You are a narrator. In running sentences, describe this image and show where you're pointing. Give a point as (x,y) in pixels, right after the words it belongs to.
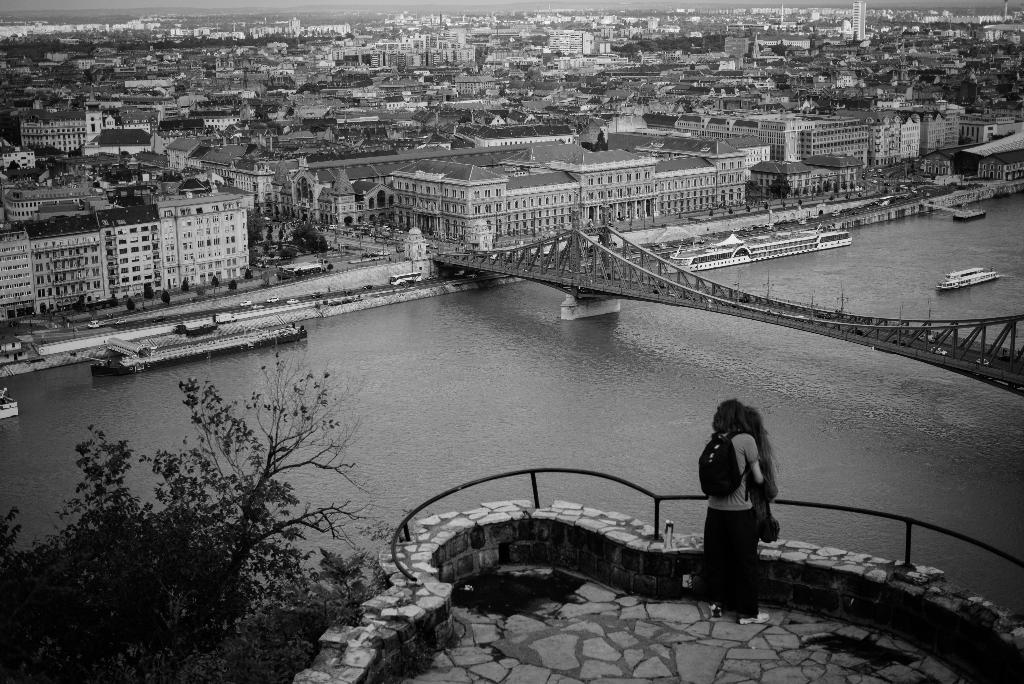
This image contains a bridge (998,376) on the water (699,414). There are few boats (963,283) which are sailing on water (969,302). A person (732,596) is standing behind the fence (764,561). There are few trees (140,602) are the left bottom of image (177,561). Top of image (307,195) there are few buildings (307,195), trees (287,250) and road (257,304) which is having some vehicles (399,277) on it.
